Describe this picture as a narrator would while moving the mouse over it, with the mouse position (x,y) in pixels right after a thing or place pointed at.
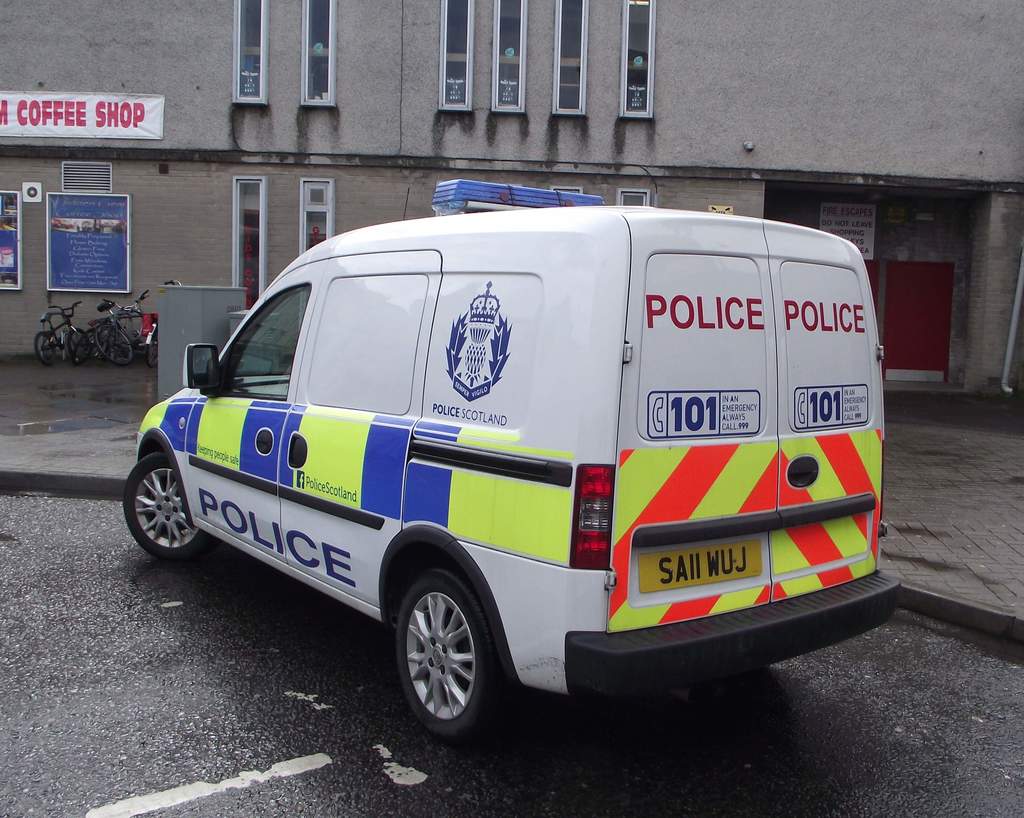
In front of the picture, we see the police van (592,398) in white, blue, yellow and orange color. It is parked on the road (235,691). On the left side (61,316), we see the bicycles (101,331) are parked on the road (104,372). Beside that, we see a grey color box (170,294). In the background (197,126), we see a building (635,161) on which two blue color boards (86,235) are placed. On the building (189,102), we see a banner (49,110) in white color with text (57,107) written on it. On the right side (929,273), we see a red door (901,307) and a board (869,237) in white color with some text (837,220) written on it.
